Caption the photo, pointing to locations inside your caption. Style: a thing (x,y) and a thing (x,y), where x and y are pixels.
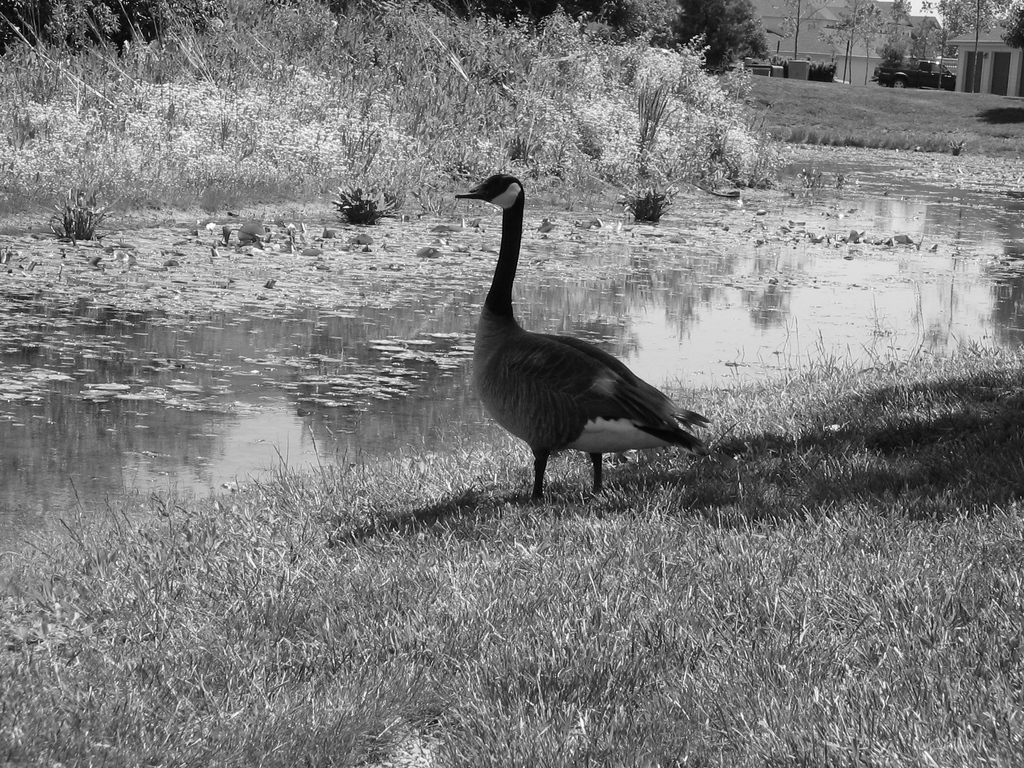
In this image there is a goose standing on the grass (419,468), and in the background (300,159) there is water (323,231), plants (249,231), buildings (1011,69), trees (963,3), a vehicle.
